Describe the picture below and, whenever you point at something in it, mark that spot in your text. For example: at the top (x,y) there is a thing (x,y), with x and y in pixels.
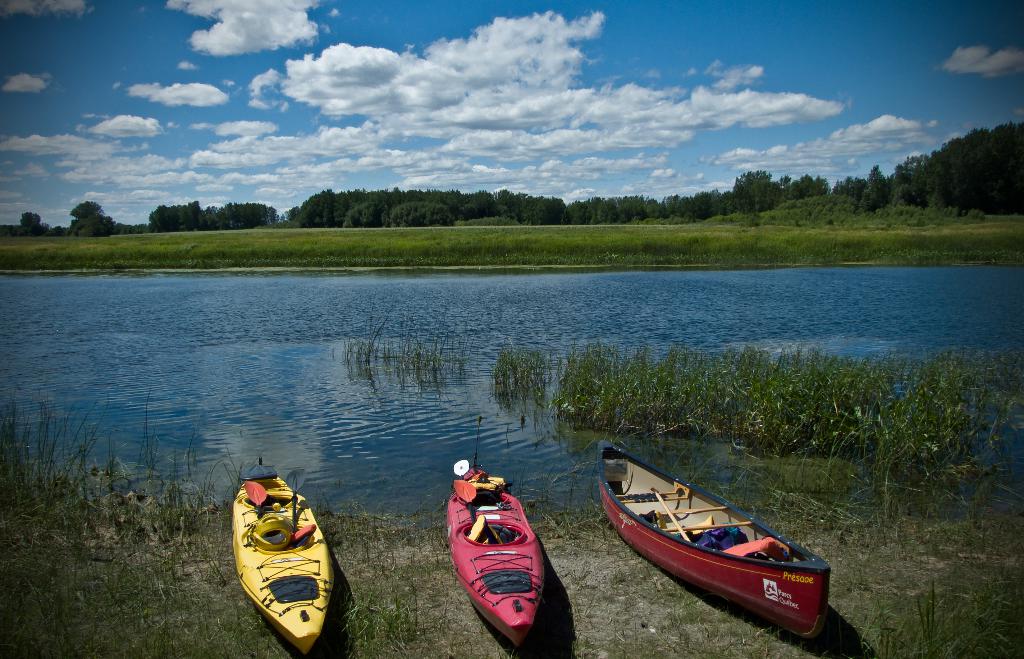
In this image we can see boats (693,521) placed on the river bed (580,601), grass (737,386), river (444,306), trees (361,214) and sky (506,120) with clouds (854,134).
